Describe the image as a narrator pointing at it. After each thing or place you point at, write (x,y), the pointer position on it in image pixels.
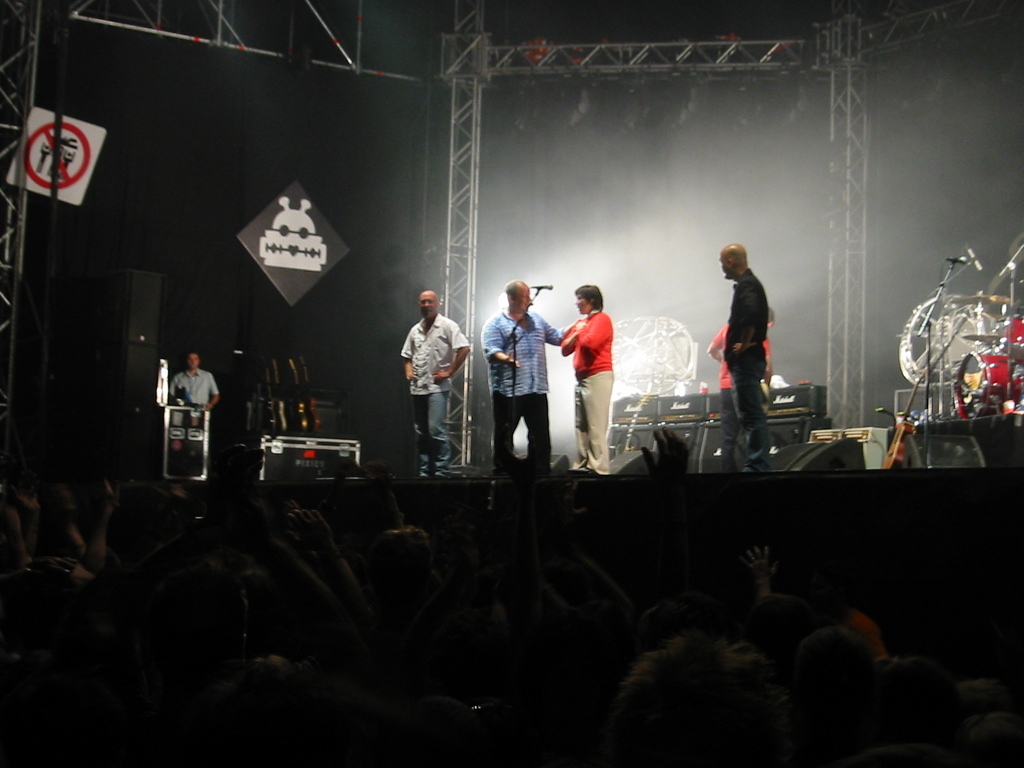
In the image it looks like some music concert, there are few men (532,320) standing on the stage (458,499) and around them there are different music equipment (982,351), lights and speakers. In front of them there is a huge crowd (559,619).
